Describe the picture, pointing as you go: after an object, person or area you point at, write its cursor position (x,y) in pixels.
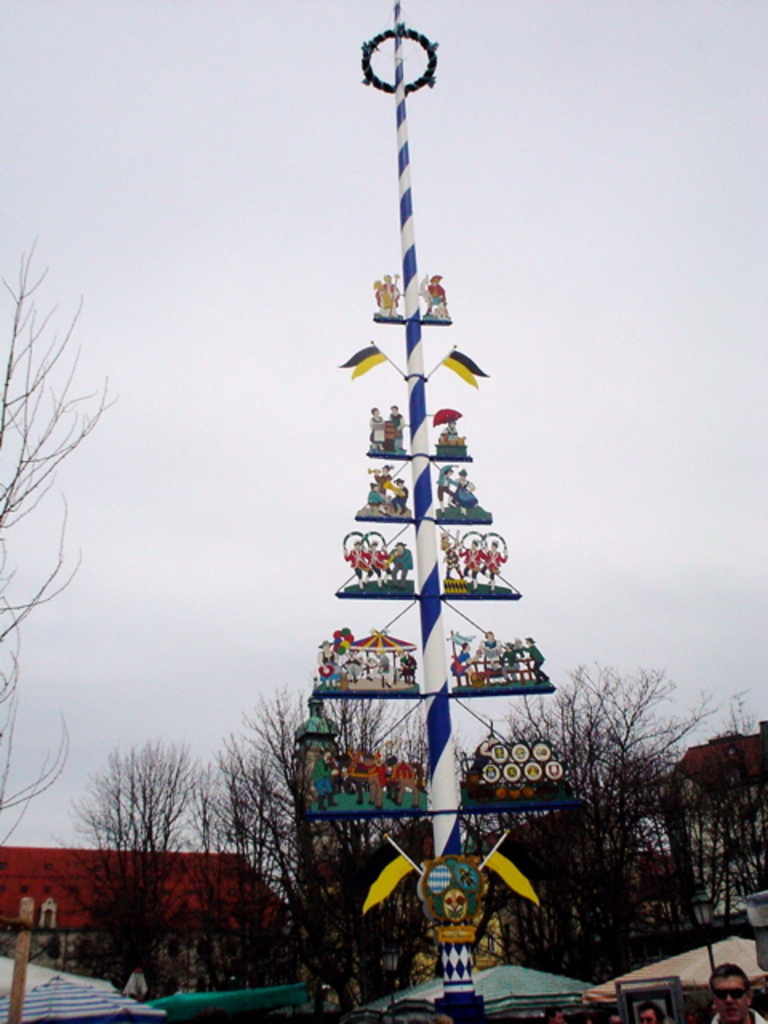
In the center of the picture (428,542) there is a pole (444,971), on which there are some objects (359,760) attached. In the background (112,890) there are trees (623,846) and buildings (36,874). In the bottom of the picture (728,1002) there are canopies (431,993) and people (740,976). At the top (484,269) it is sky (603,235).
